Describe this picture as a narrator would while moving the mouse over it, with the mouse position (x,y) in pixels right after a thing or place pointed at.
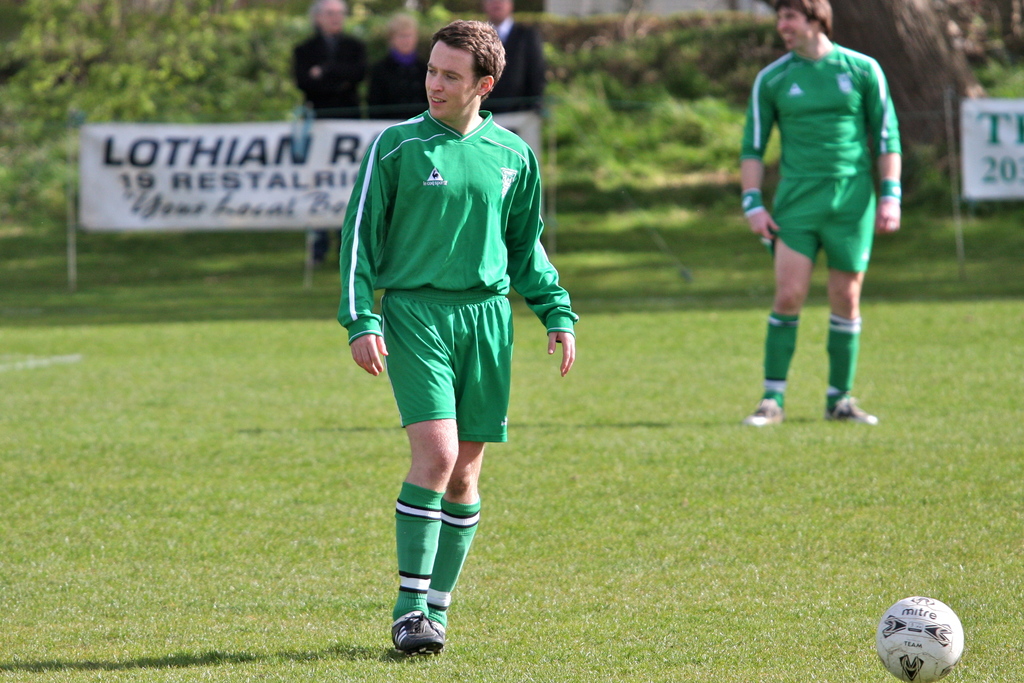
In this image there are two players (440,363) on the playground (588,509) and there is a ball (907,620), behind them there are spectators (317,69) and banners (194,166). In the background (69,67) there are trees (92,104).
